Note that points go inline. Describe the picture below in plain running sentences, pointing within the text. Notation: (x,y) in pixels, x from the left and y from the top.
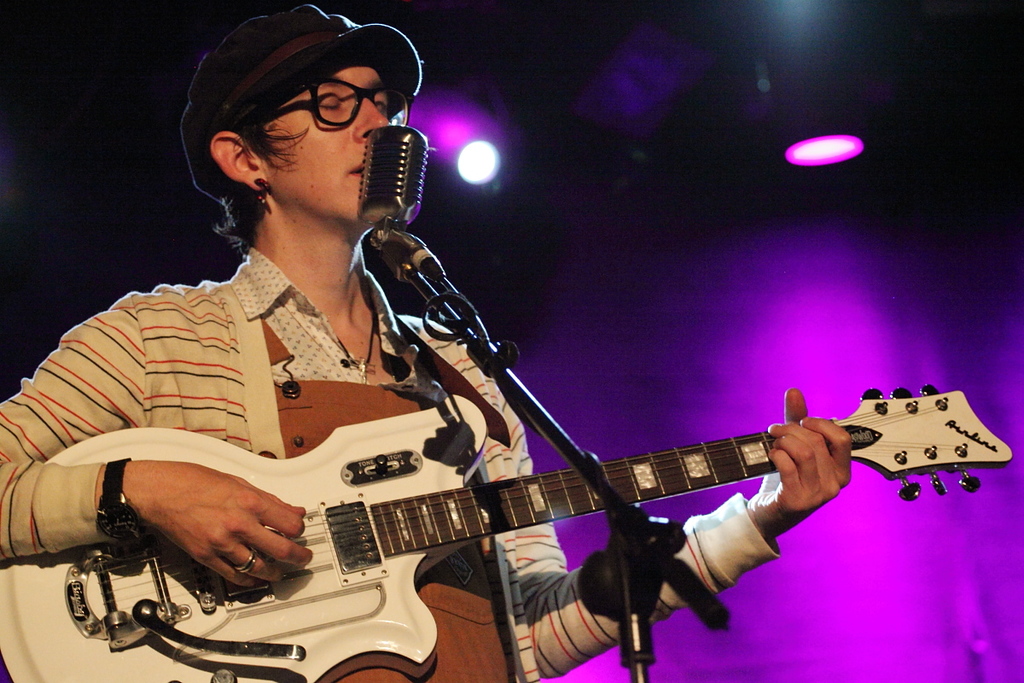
In this image a person (282,375) is playing a guitar (49,608) is wearing spectacles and cap (363,48) is before a mike stand (624,551). There are few lights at the background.
